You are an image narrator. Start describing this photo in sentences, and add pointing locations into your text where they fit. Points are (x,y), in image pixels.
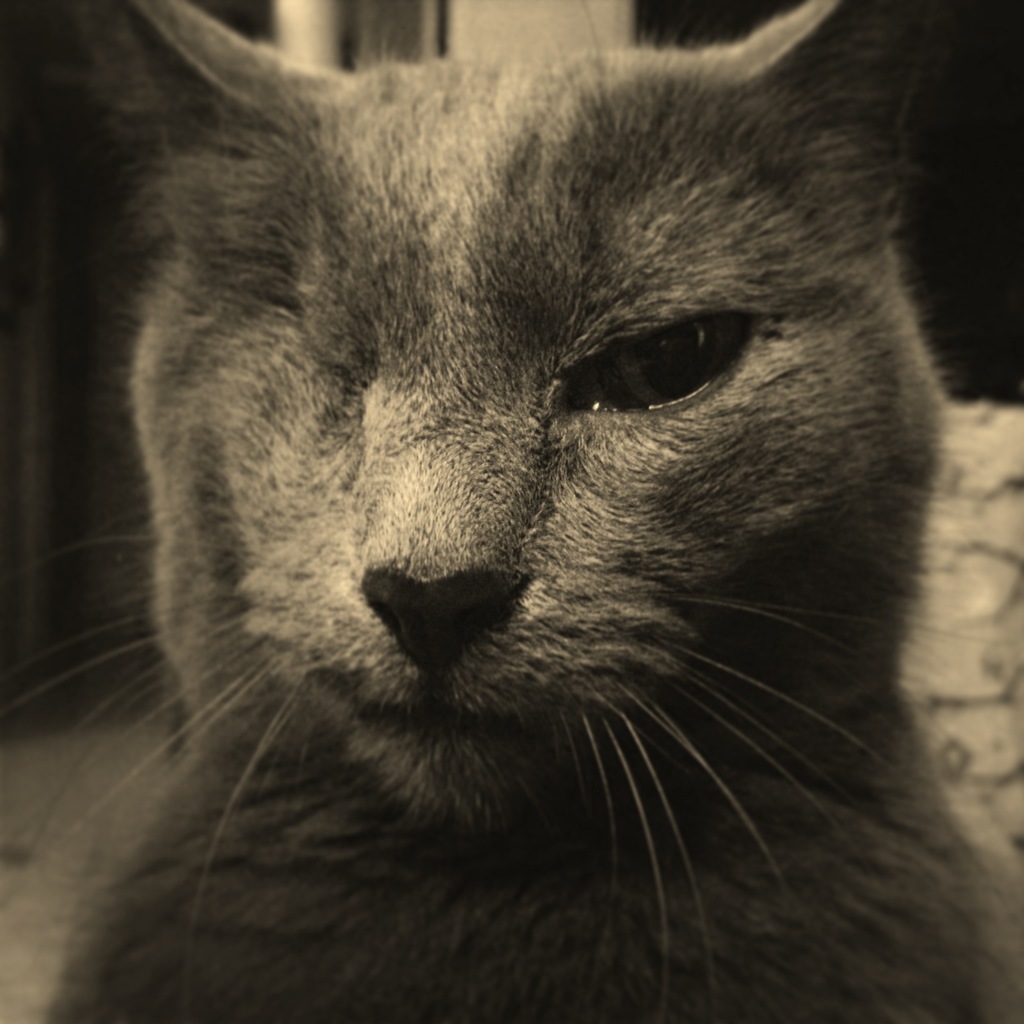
In this image there is a cat (454,603) truncated towards the bottom of the image (549,716), there is an object (939,532) truncated towards the right of the image (976,548), there is an object (43,153) truncated towards the left of the image (100,358), there is an object (519,15) truncated towards the top of the image (464,25).
